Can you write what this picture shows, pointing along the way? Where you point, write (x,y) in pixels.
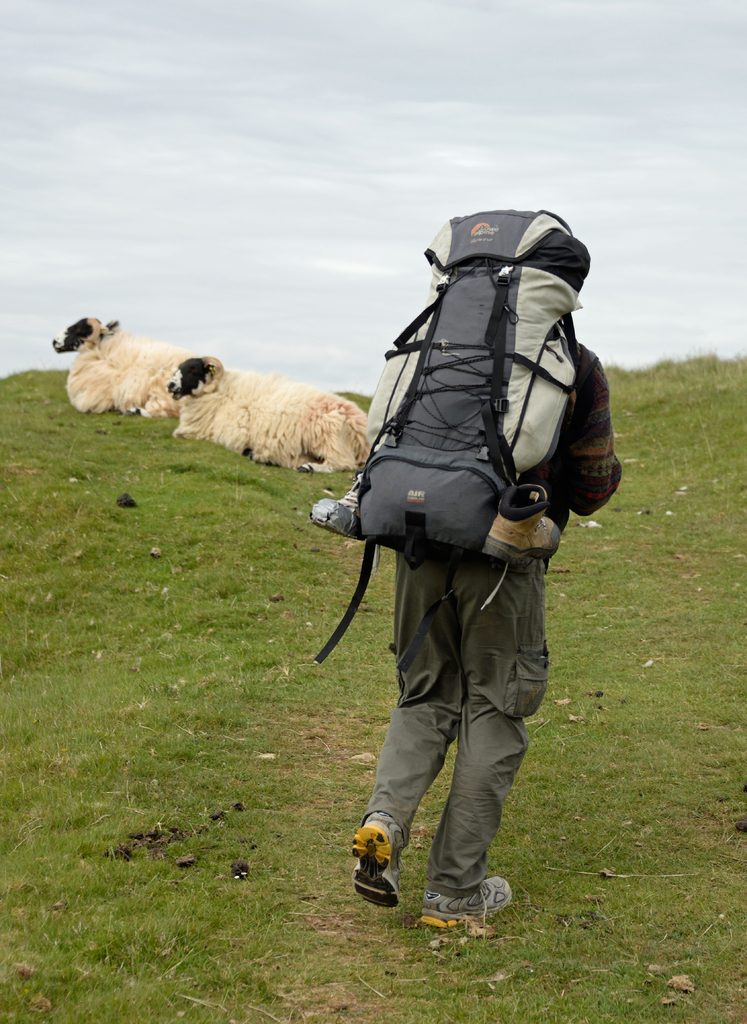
In the image we can see there is a ground (625,840) which is covered with a grass (296,696) and in between there is a man (494,627) who is carrying a tourist travelling bag (459,426) and over here there are two sheeps (169,363). They are sitting on the ground (138,426).
